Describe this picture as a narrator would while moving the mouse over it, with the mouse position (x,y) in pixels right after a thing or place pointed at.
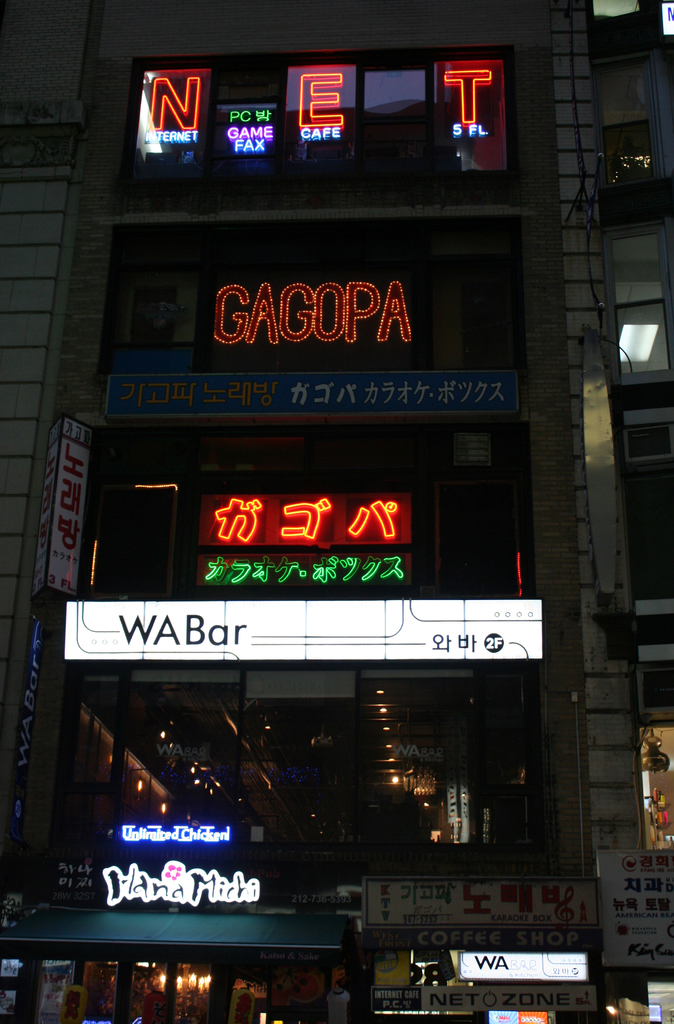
In this image there is a building (340,438) truncated, there are boards (514,993) on the building (236,36), there is text (437,938) on the boards (263,532), there is a board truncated towards the right of the image (626,898), there is a light (642,355), there is a board (494,1017) truncated towards the bottom of the image (515,1014).
